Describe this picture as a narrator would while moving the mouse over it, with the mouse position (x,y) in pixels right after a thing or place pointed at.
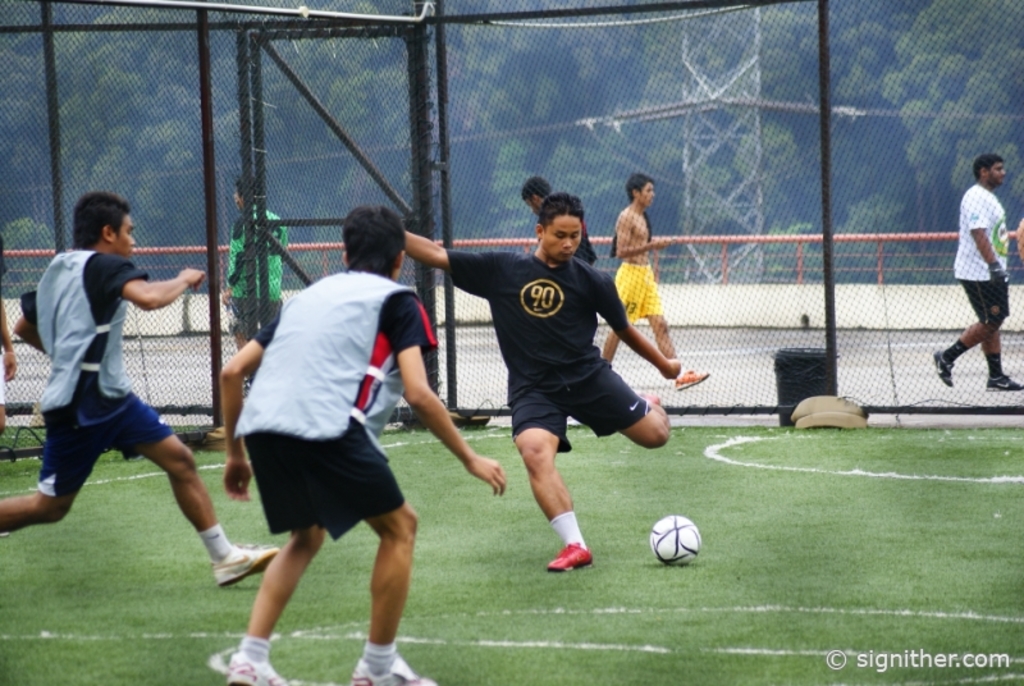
In this image there are three persons (539,230) playing with a ball (661,540), and there is net (925,36), iron rods (443,68), group of people (973,230) walking, there is a cell tower (688,244), trees (990,79), dustbin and there is a watermark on the image.
